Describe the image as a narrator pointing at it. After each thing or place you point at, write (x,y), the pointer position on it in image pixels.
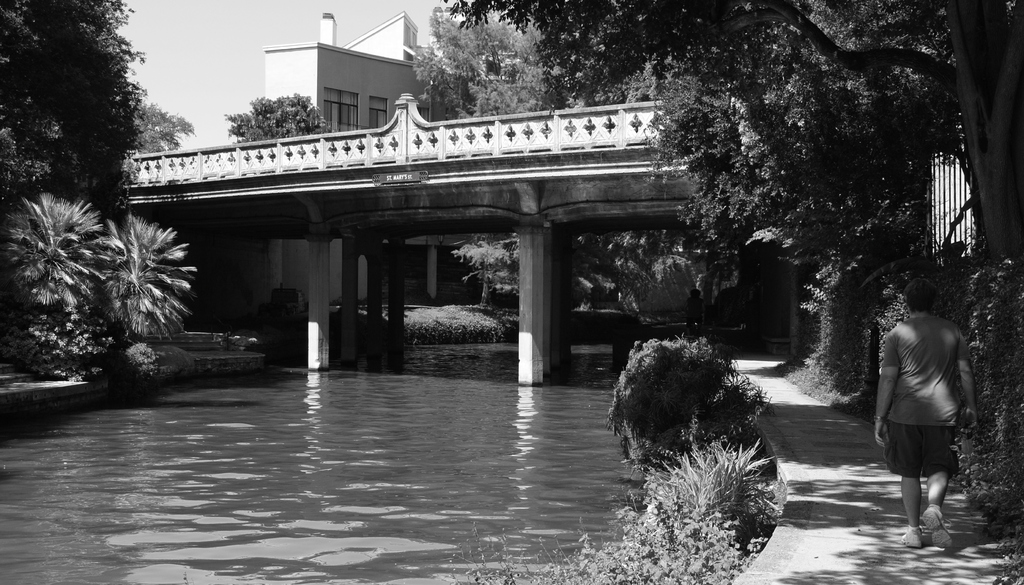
In this picture, we can see a person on the path (836,556), we can see water (537,527), plants (577,560), trees (458,109), building (407,41) with windows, bridge (375,132), fencing (930,161) and the sky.
